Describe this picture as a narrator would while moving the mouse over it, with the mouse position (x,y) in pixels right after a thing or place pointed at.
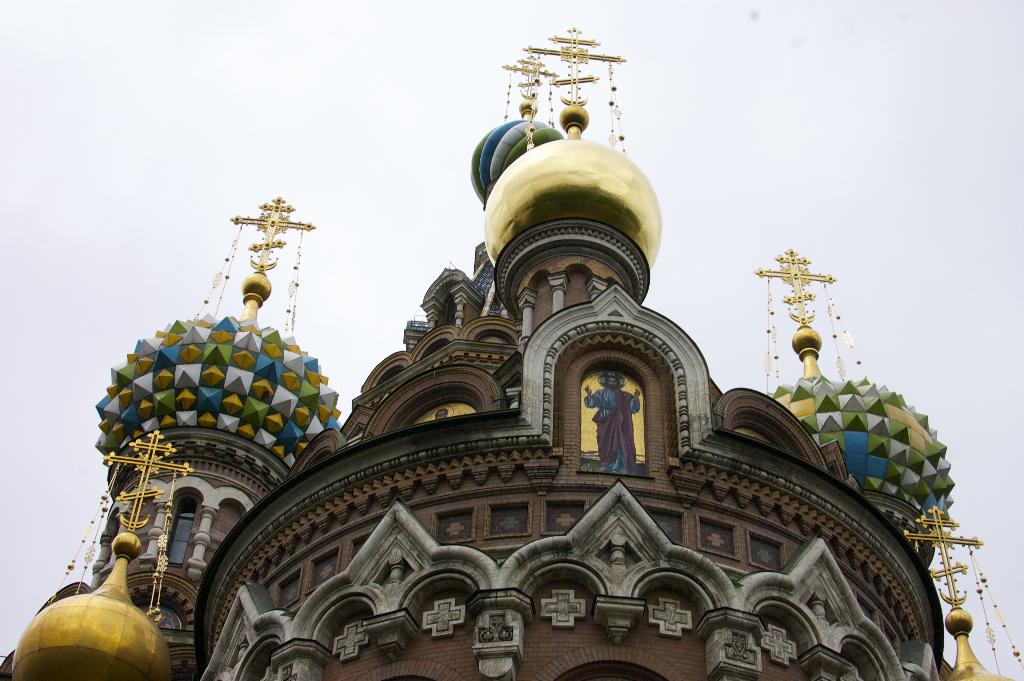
In the picture we can see a church building (505,633) with some sculptures (773,633) with a cross symbol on it and in the background (260,182) we can see a sky (470,64).
